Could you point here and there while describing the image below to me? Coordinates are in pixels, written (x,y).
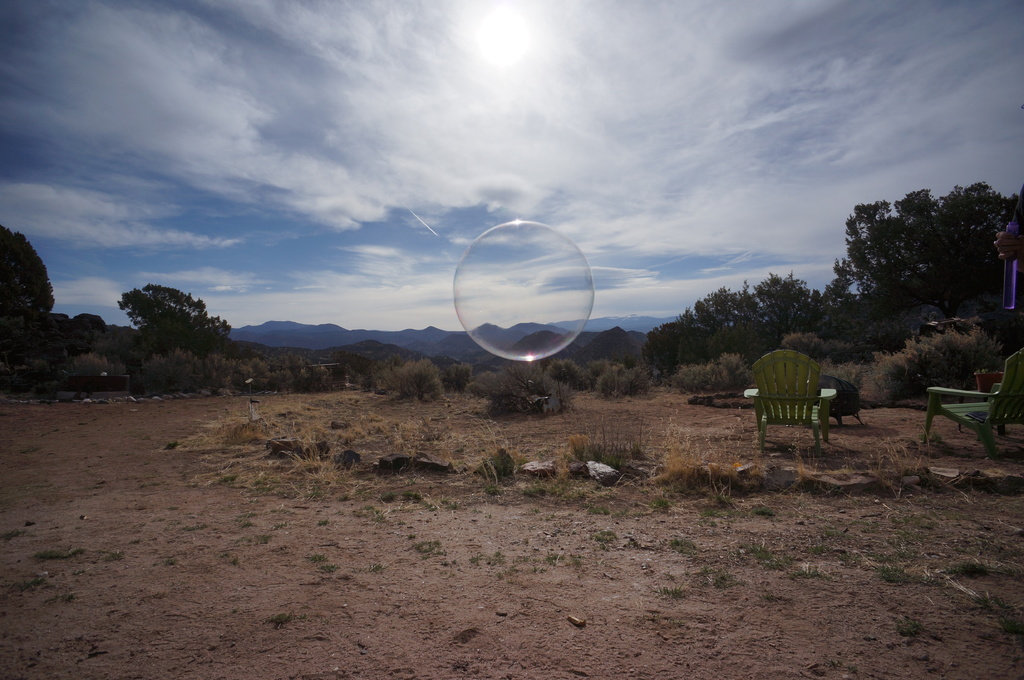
In this image we can see grass (362,407) and stones (597,470) on the ground (561,422). Also there are chairs (973,406). And we can see a water bubble (514,303). In the background (177,332) there are hills (266,330), trees (835,330) and sky (428,117) with clouds (387,180).
